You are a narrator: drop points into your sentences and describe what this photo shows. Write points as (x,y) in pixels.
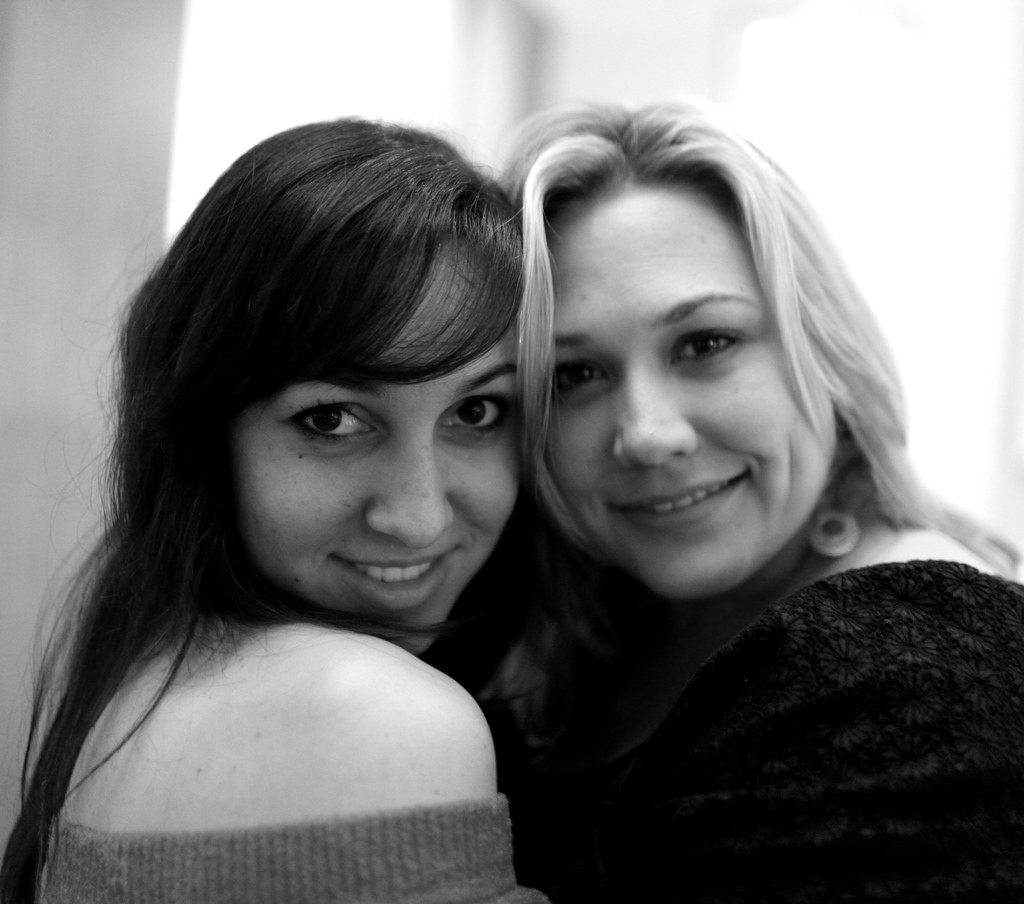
In this image we can see two ladies (398,446) are hugging each other.
